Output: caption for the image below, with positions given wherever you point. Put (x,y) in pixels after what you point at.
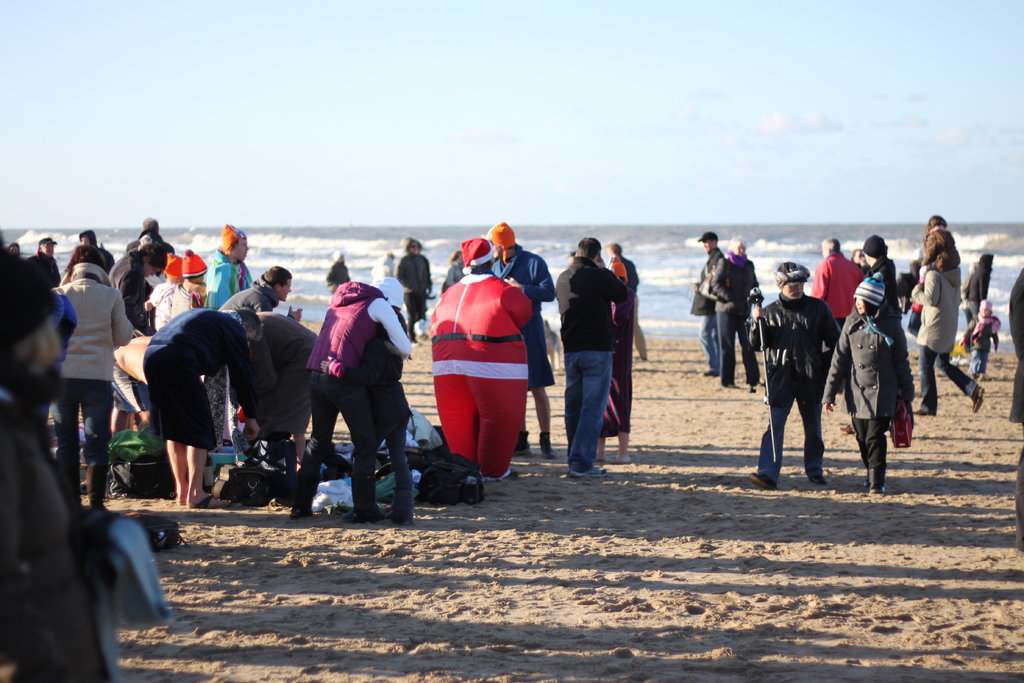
In this picture I can see a person (515,362) in the middle (511,341), this person (508,348) is wearing the costume (519,349), there are group of people (356,380) around him and in the background (690,255) I can see the water (763,243). At the bottom (627,598) there is the sand (619,580) and at the top (496,130) there is the sky (495,155).
